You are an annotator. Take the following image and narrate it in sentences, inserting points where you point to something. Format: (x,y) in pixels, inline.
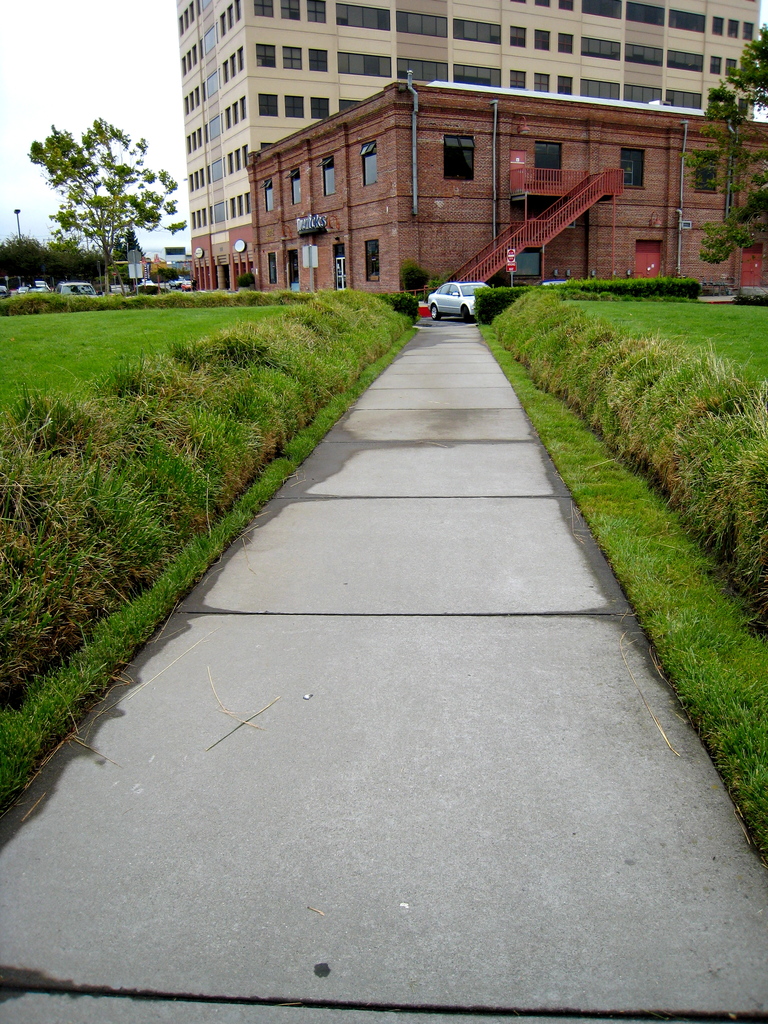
In this image we can see buildings (265,119) with windows (268,51), stairs (566,212), vehicles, trees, grass (28,626) and sky (91,52).
